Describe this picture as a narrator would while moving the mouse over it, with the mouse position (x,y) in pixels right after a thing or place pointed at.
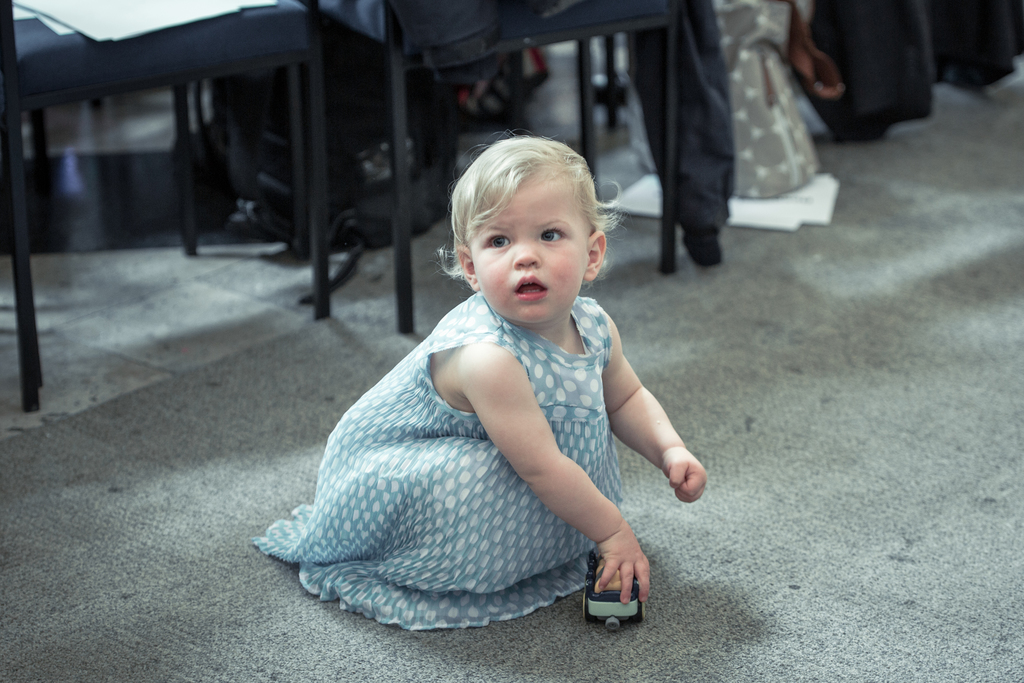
In the image we can see there is a girl (505,441) sitting on the ground (664,610) and she is holding a toy (605,620) in her hand (623,596). Behind her there are chairs (629,25).
